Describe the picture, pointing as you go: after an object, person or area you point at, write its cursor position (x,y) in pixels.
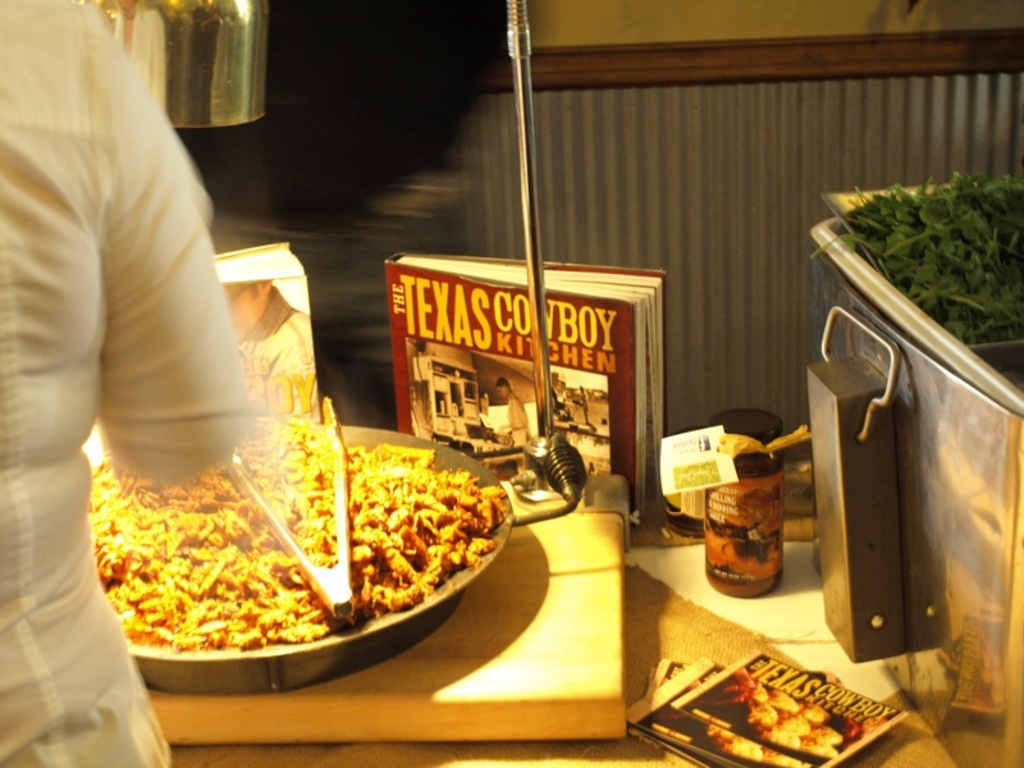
In this picture we can see food (374,510) in the plate (353,526), beside to the plate (273,495) we can find few books (522,429), bottle (707,422) and other things (828,618) on the table (824,629), in front of the table (648,659) we can see a person (84,171) is standing.
